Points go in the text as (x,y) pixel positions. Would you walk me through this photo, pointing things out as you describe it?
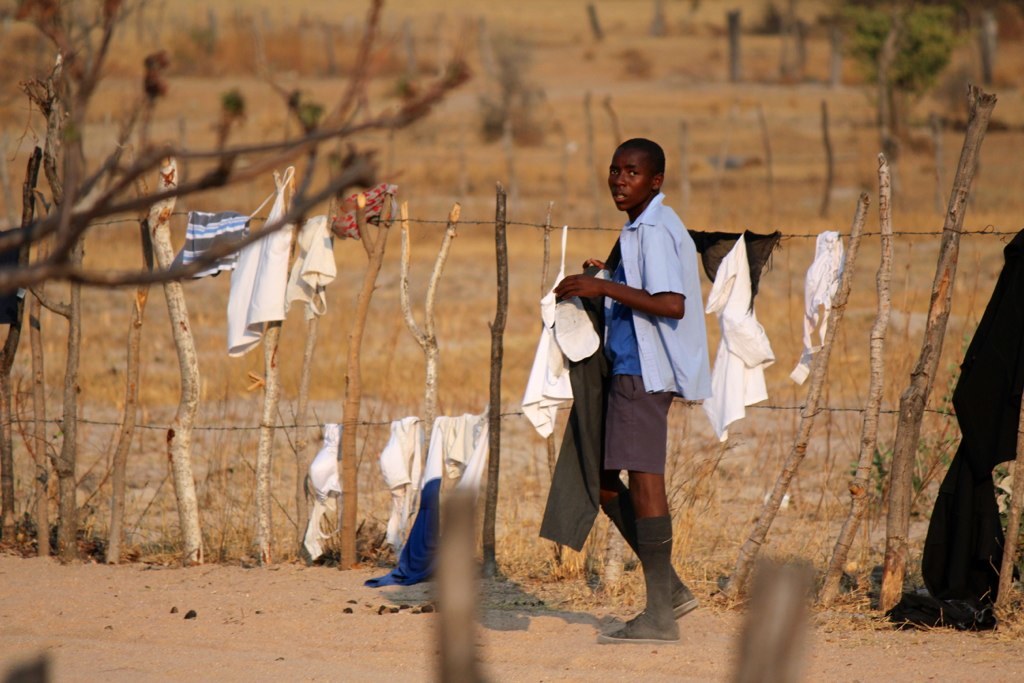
In this picture we can see a boy (619,482) holding a pant (601,310) with his hand (581,287) and walking on the ground (504,638), sticks (187,401), clothes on a fence (825,365) and in the background (937,10) we can see trees (918,11).
